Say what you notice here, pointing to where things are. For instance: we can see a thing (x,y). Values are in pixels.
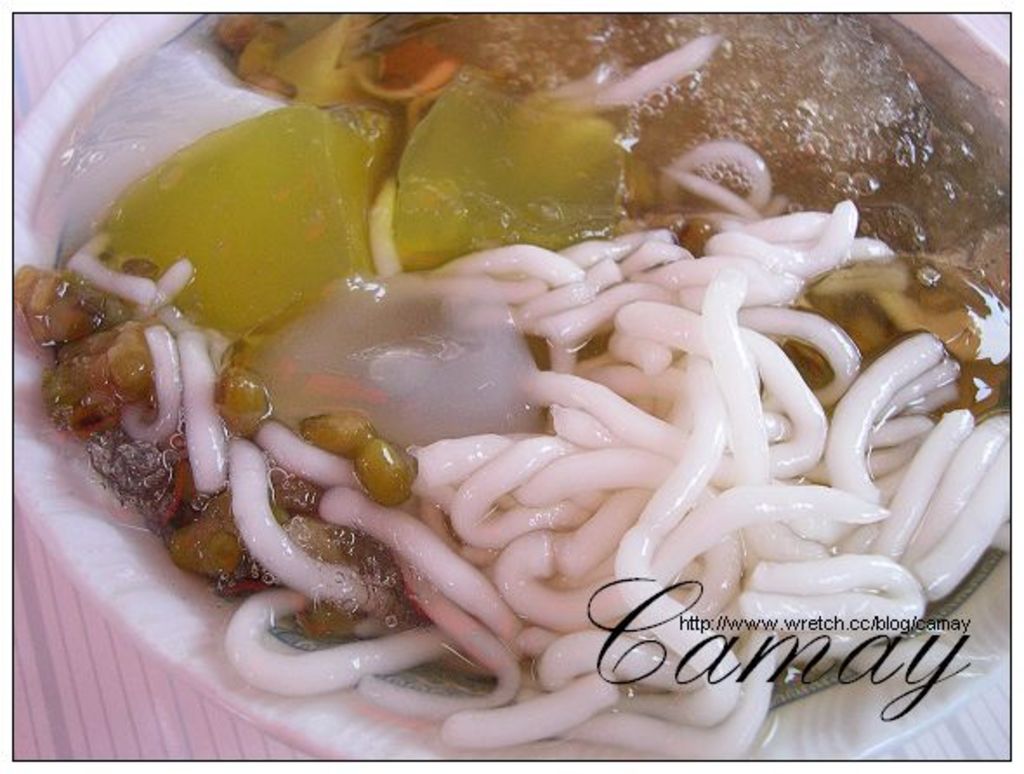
In the image there are noodles (566,393), nuts (393,477) and some veggies (505,199) along with soup (858,130) in a bowl (642,696).
